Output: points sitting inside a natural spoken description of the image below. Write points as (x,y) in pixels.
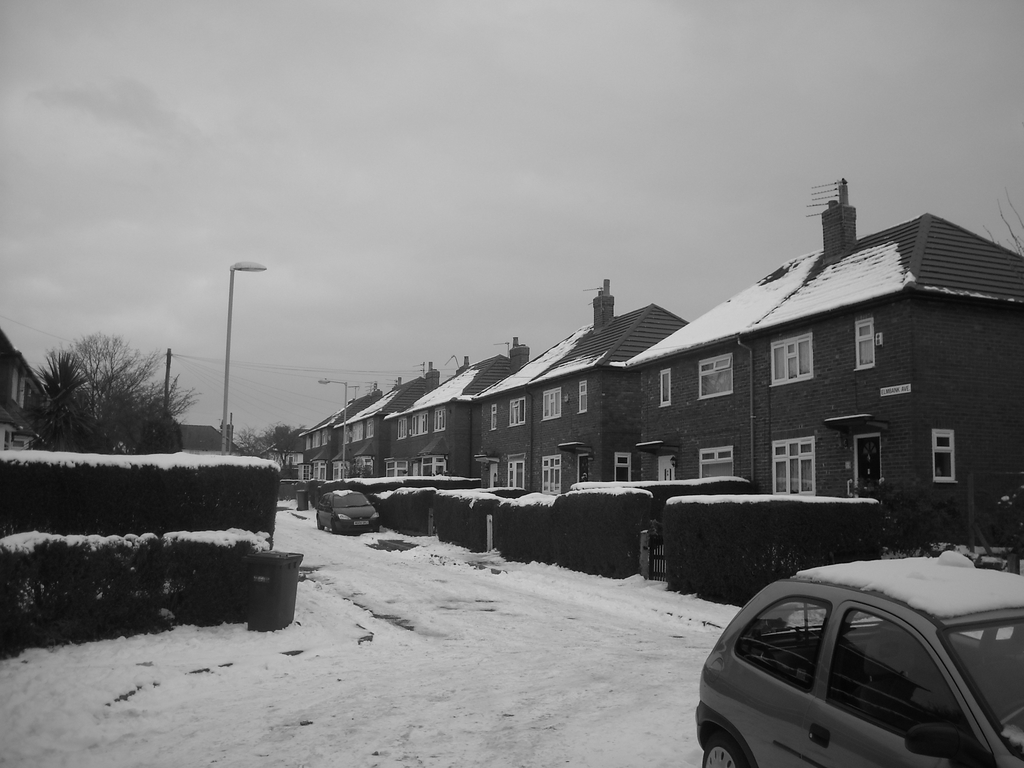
In this picture, on the right side (867,678) corner, we can see a car (944,630) which is placed on the ice (373,662), we can also see buildings (822,425), windows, street lights (344,407). On the left side (243,557), we can also see some plants (136,474), trees (59,377), buildings (25,383), street lights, electrical pole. In the background (288,445), we can see some street lights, trees (253,440), car (352,514). On the top (346,212), we can see a sky (341,290) which is cloudy, at the bottom (629,645) there is an ice (624,645).
